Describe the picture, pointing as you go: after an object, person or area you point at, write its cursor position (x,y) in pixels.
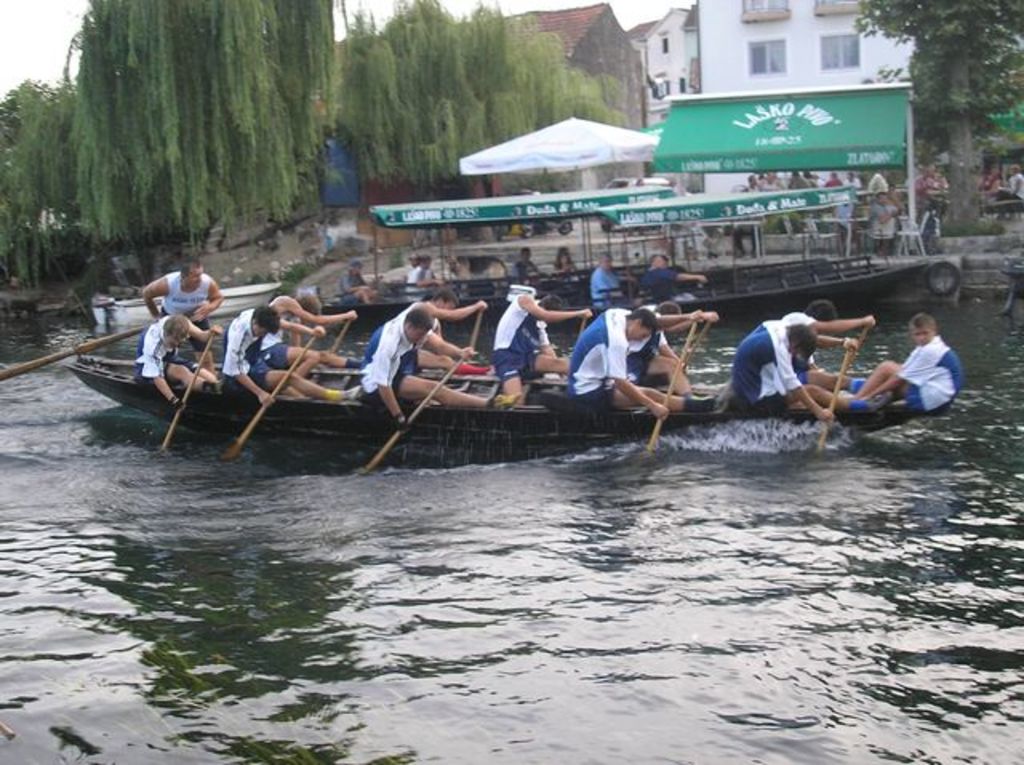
In this picture we can see the buildings (907,61), windows (837,41), trees (926,82), people (1013,198), tents (822,141), chairs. In this picture we can see the water (646,641), people (834,324) and the boats (775,411). We can see few people (166,327) are holding the paddles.
